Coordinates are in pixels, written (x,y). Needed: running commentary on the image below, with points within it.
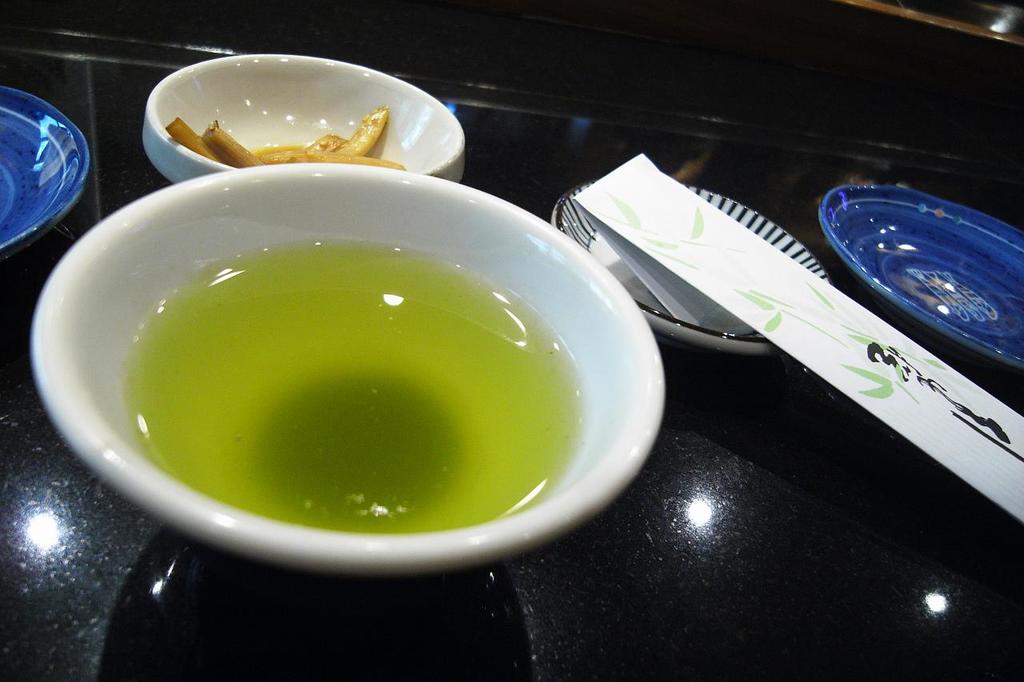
In this picture, it looks like a black tray (538,613) and on the tray (807,626) there are plates (1016,324), bowl (180,263) and an object (879,376). In the bowl (352,221) there is some green tea (221,289) and in the small bowl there are some food items (229,146).
